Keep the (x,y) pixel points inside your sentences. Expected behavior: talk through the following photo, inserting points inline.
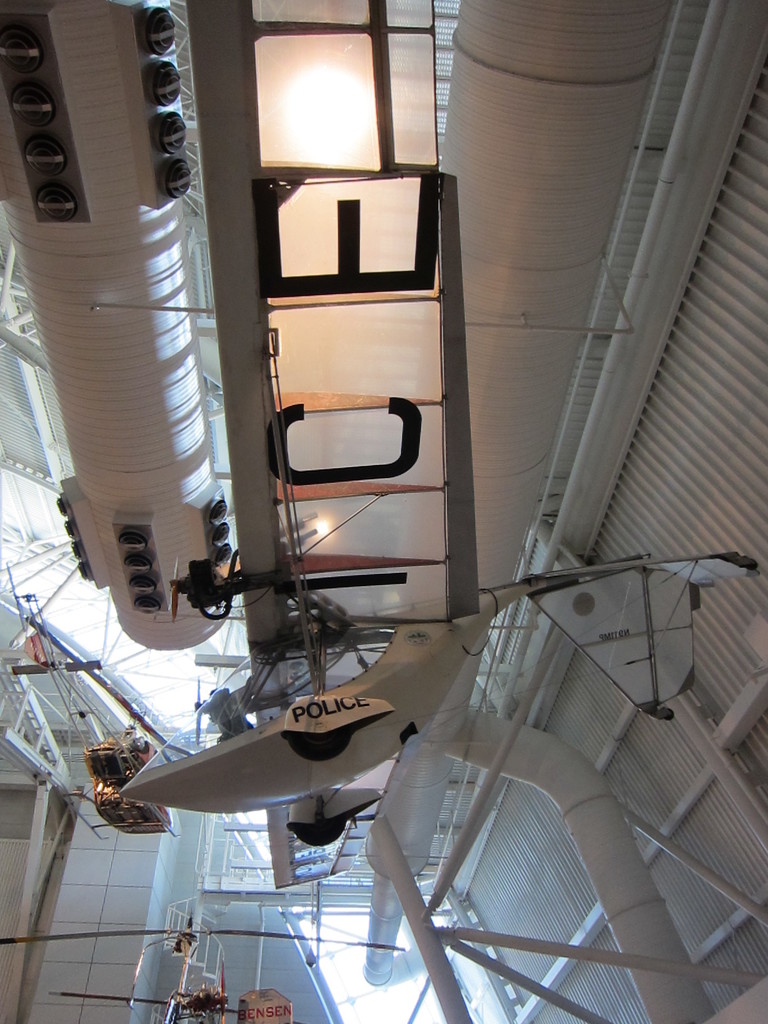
In this image we can see metal doors (606,531), pipelines (519,191), grills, staircase (215,889), railings (176,934) and a helicopter (350,681).
